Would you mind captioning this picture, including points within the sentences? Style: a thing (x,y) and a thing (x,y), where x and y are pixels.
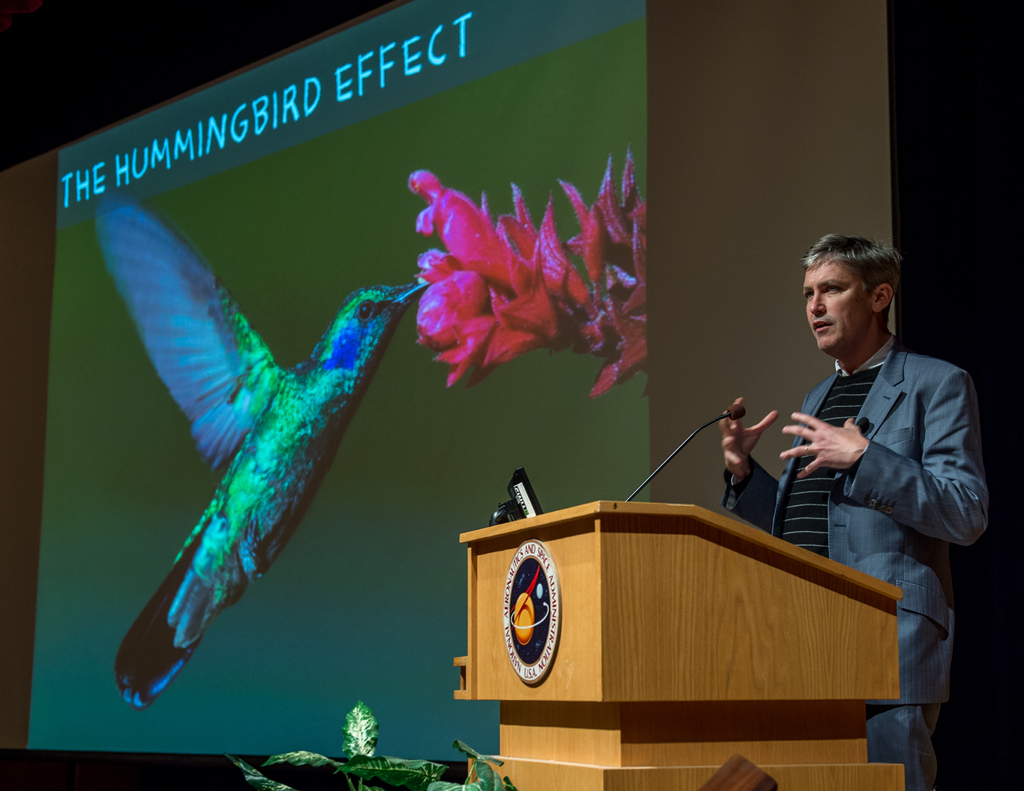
In this image we can see a person (803,489) talking. In front of the person (917,430) we can see a podium (612,594) with mic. On the podium (670,650), we can see some text (507,602). We can see a projector screen (292,415). On the screen (364,419) we can see a bird (325,384), flowers (473,295) and text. At the bottom (259,778) we can see the leaves (318,757).
